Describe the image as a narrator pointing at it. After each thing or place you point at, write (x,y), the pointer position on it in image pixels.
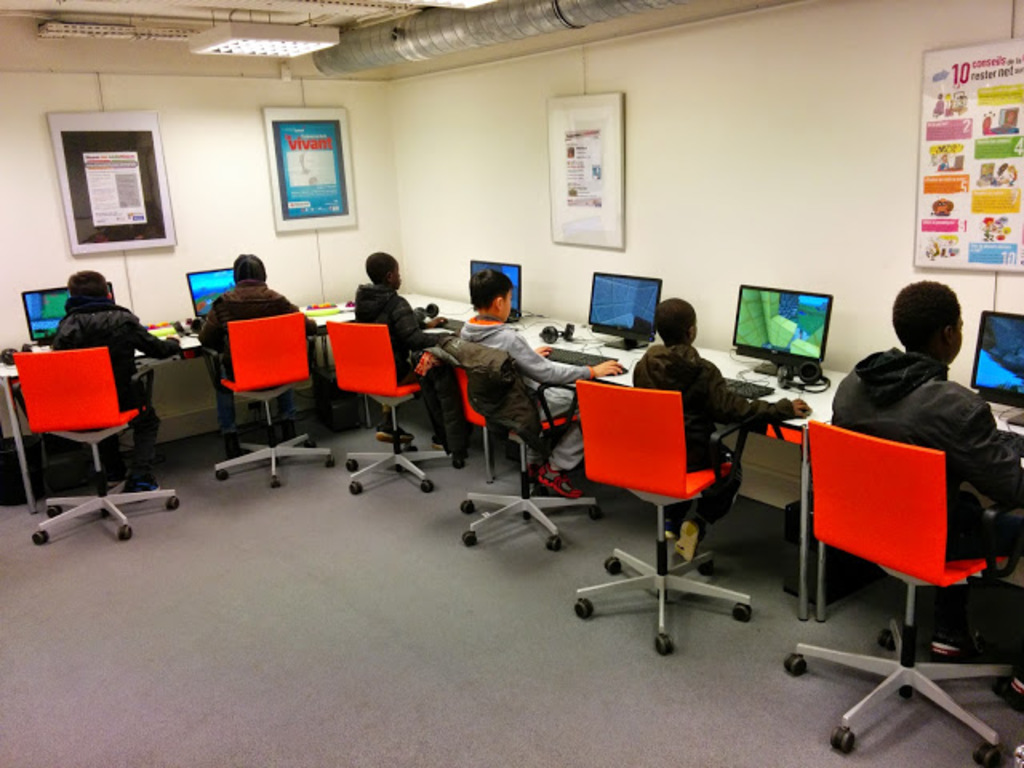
In the picture we can see six children (513,340) sitting on the six chairs (541,403) near the desk (802,470) on the top of the desk (630,375) there are systems of computer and keyboards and mouses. In the background (304,165) we can see a wall (148,254), with photo frames (342,167) and some information (322,167) on it.
